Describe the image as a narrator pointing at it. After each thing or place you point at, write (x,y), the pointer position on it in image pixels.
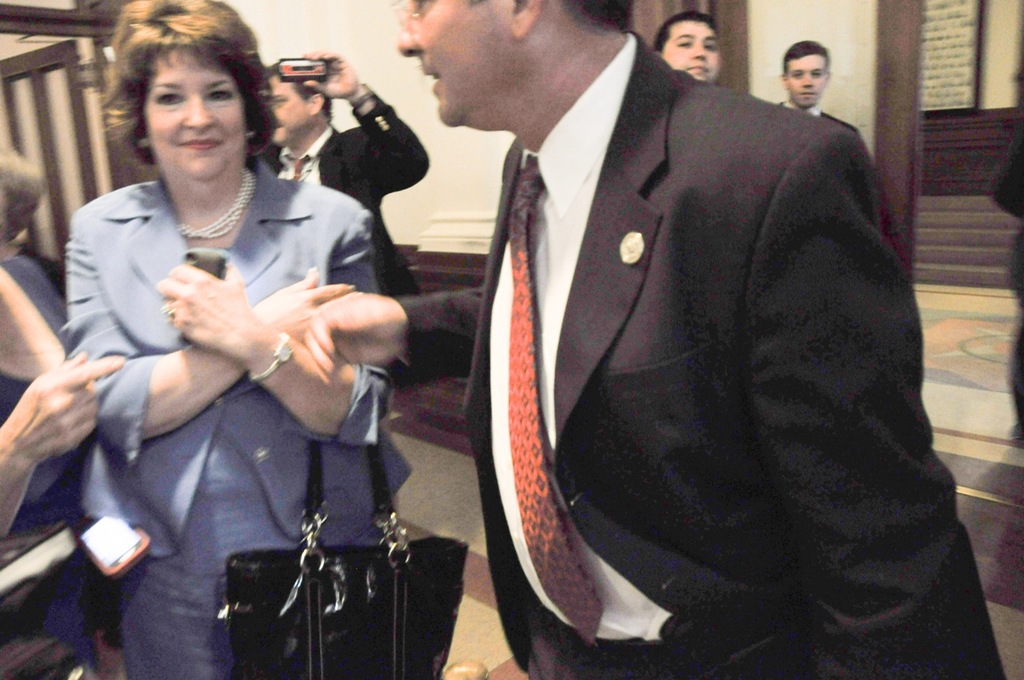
In this image we can see a man (576,278) wearing the suit (787,433). We can also see a woman (339,388) wearing a bag (312,561) and holding the mobile phone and standing and smiling. In the background (327,170) we can see some other persons (816,67). We can also see the fence (50,122), stairs (929,196), floor (994,434) and also a frame (977,26) to the wall (1016,59).
